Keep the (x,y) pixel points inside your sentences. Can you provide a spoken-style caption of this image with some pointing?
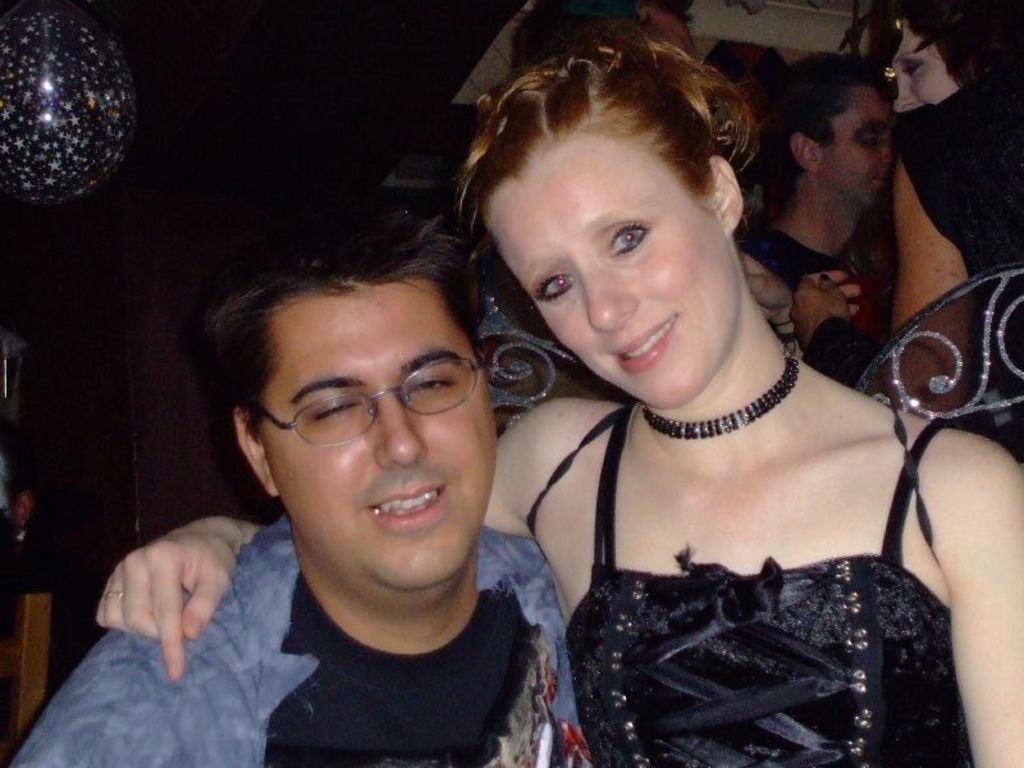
In this image, we can see a woman (605,315) holding a man (401,664) beside her. They both are smiling. In the background (941,288), there are people (914,291), balloon (33,183), few objects (975,416) and dark view.
